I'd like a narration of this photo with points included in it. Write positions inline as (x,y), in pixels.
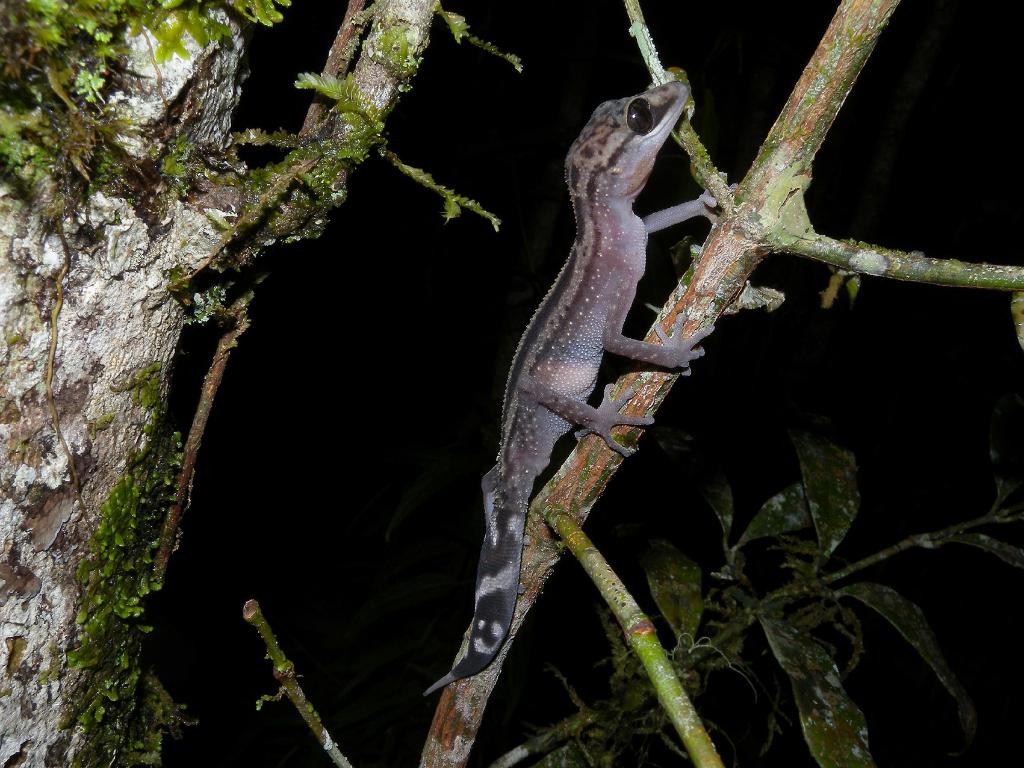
In the image we can see reptile (592,313) on the tree branch (650,378). Here we can see the leaves (793,632) and tree trunk (98,474) and the background (613,379) is dark.
